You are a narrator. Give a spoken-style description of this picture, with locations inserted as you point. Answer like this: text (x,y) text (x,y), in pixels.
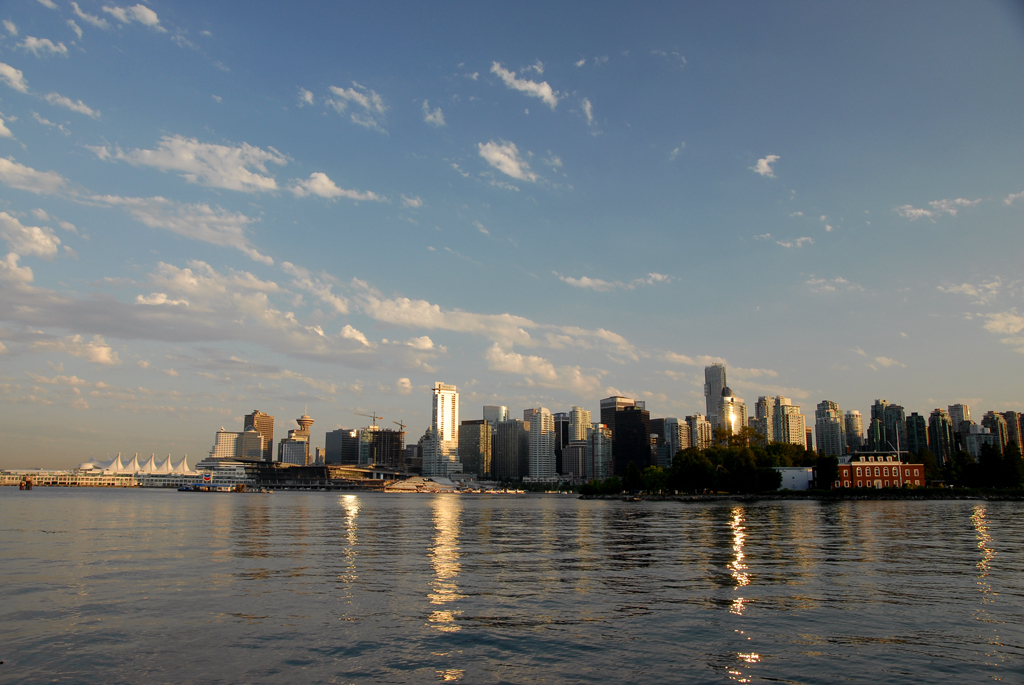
In this image at the bottom (341,606) we can see water (368,559). In the background (250,427) there are buildings (250,427), cranes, trees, poles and clouds (174,312) in the sky (434,177).
